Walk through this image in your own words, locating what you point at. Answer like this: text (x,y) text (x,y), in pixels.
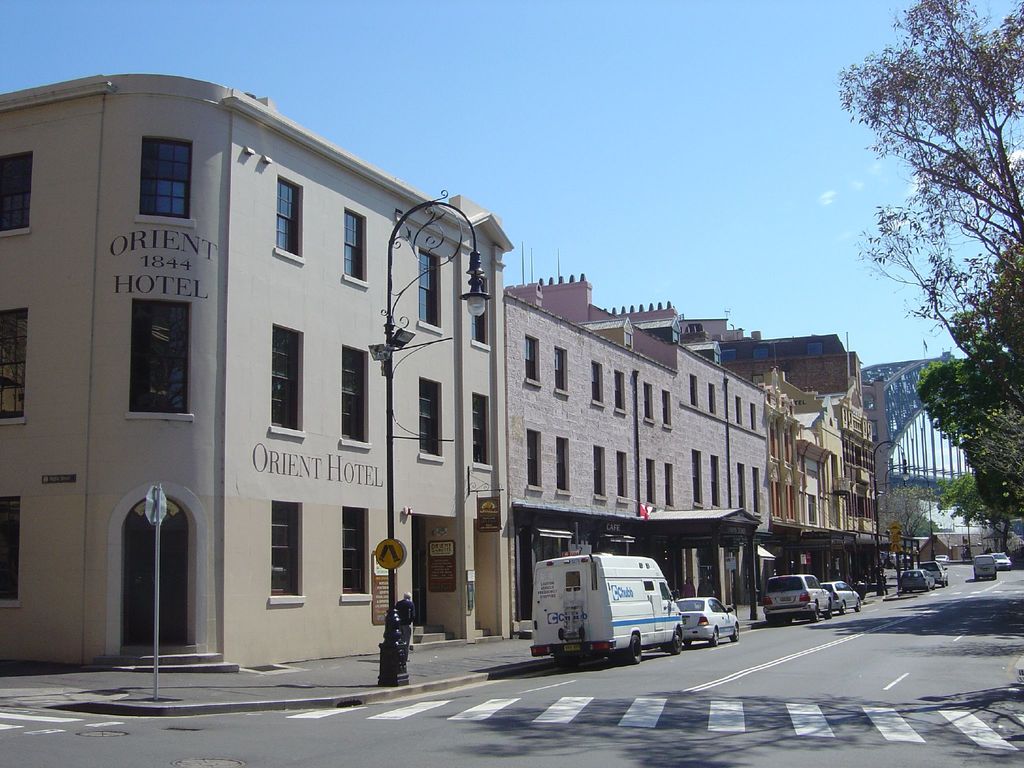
In this picture we can see there are buildings (563,358) and in front of the buildings (166,426) there are some vehicles (678,605) on the road (931,603) and poles (753,596) with sign boards (381,550) and a light (478,294). On the right side of the vehicles (639,582) there are trees (994,500) and on the left side of the vehicles (586,592) a person (407,644) is walking. On the right side of the buildings (769,418), it looks like a bridge (880,401). Behind the buildings (616,351), there is the sky (623,16).
